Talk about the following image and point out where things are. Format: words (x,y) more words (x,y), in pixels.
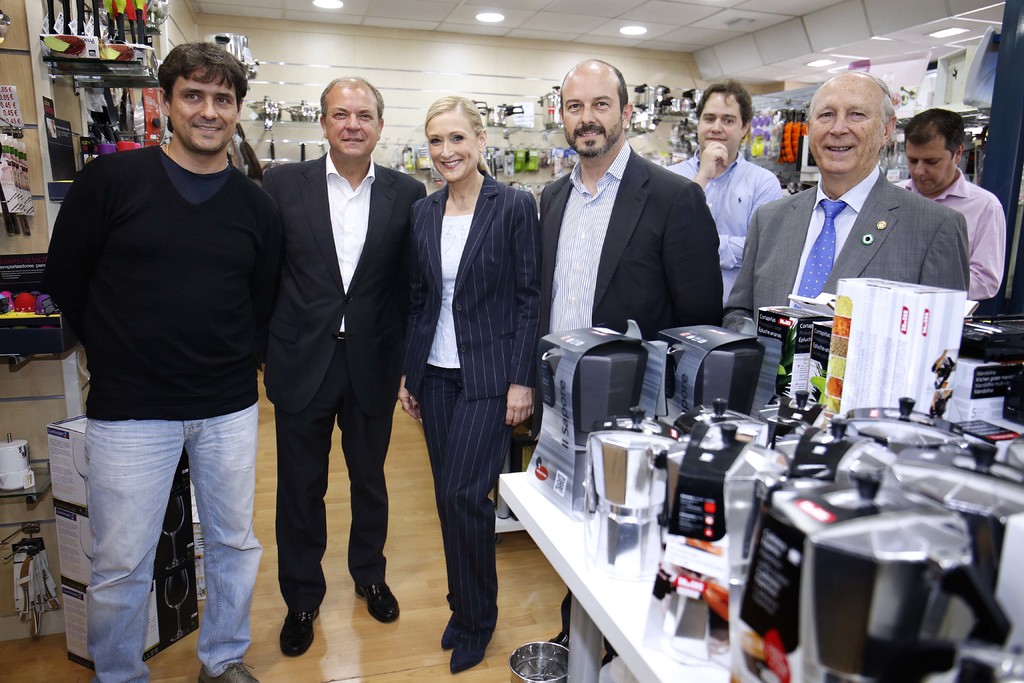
In this image, we can see people (572,269) standing and smiling. In the background (48,29), there are utensils (868,415). At the top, there are lights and at the bottom (391,632), there is floor (379,641).
